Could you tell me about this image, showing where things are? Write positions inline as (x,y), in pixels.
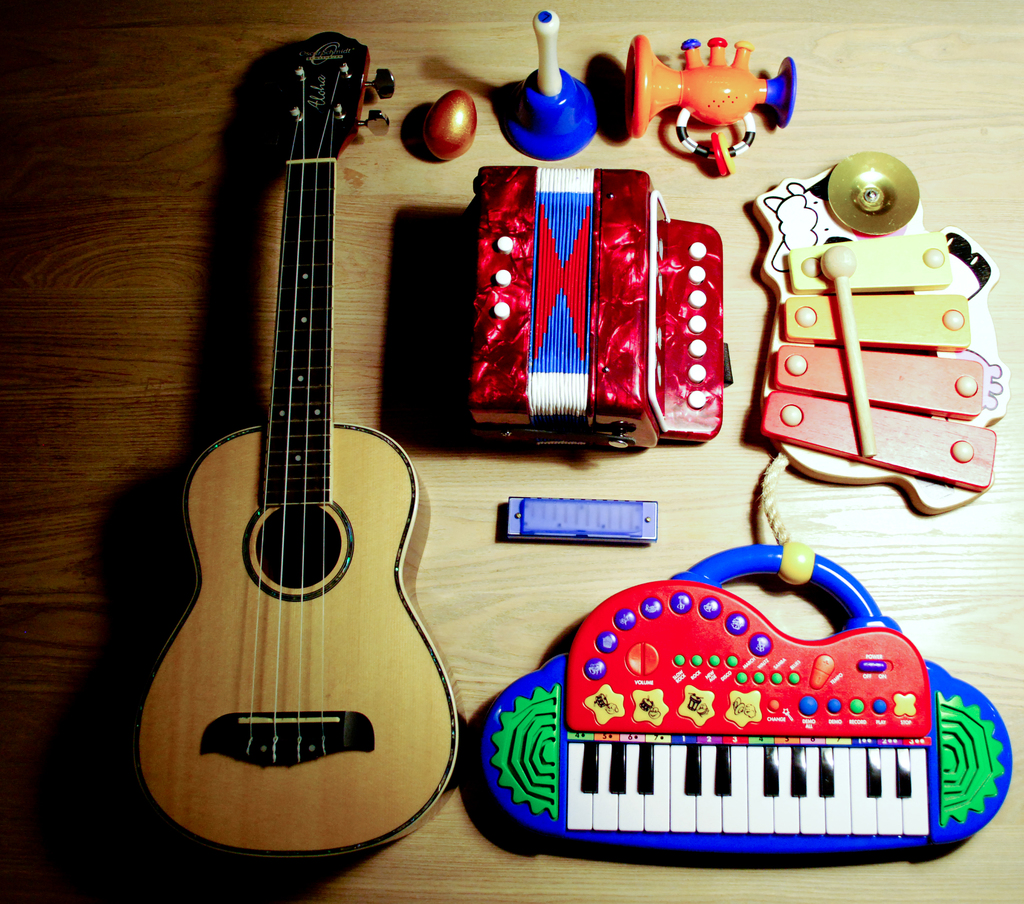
In this picture we have a guitar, a xylophone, harmonicas (628,441), a musical piano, a toy (568,126), a plastic egg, a horn (639,49) in the table (549,588).
